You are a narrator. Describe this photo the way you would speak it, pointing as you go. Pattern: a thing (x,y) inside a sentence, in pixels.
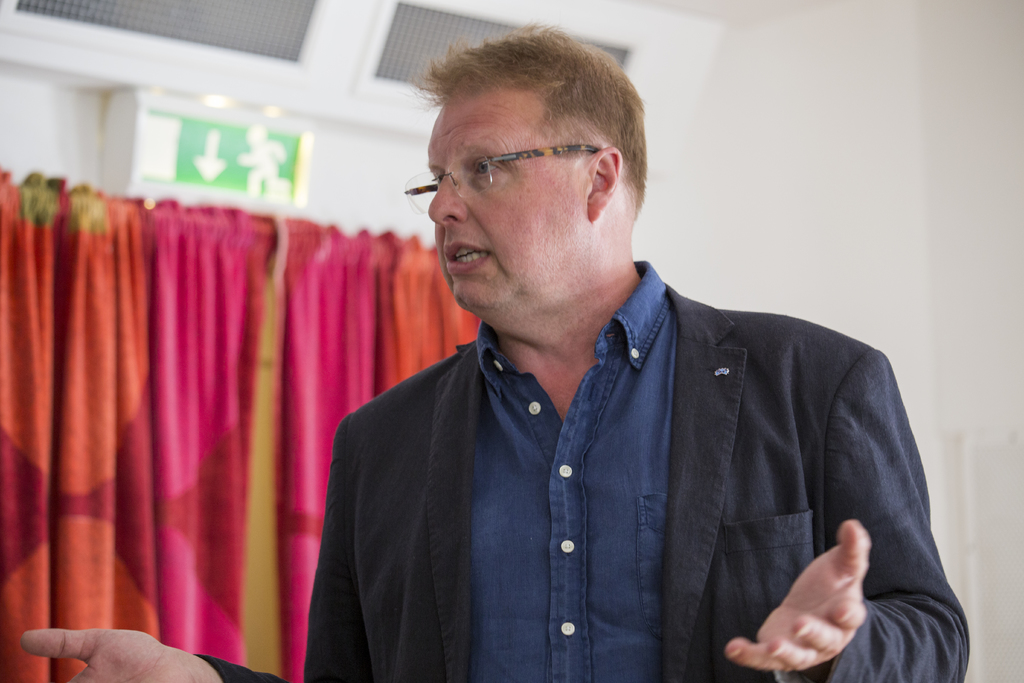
Here in this picture we can see a person (416,395) present and we can see he is wearing black colored jacket (744,433) on him, speaking something and we can see he is wearing spectacles (413,188) on him and behind him we can see curtains (223,234) present over there and we can also see AC ducts (252,47) present on the wall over there.
